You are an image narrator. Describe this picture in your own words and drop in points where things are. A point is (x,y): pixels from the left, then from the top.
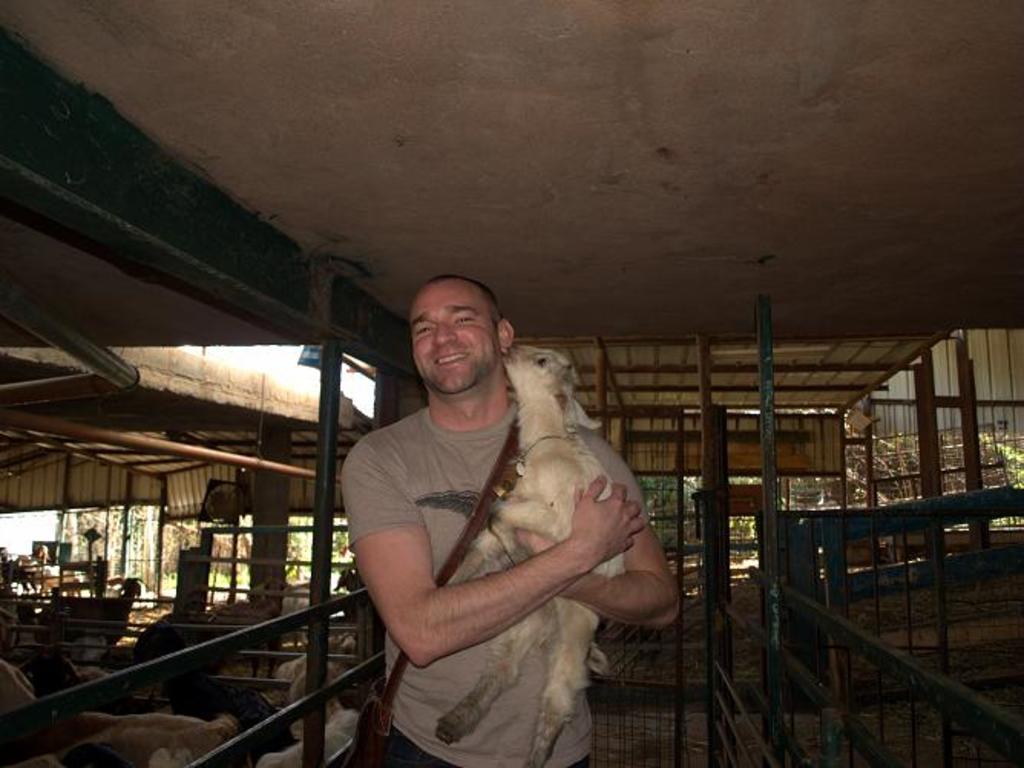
In this image, we can see a person (479,636) holding an animal (545,381). We can see the ground (895,627). We can see some animals (215,729). We can see the fence (704,636). We can see some poles (122,433) and the shed (223,468). We can see the sky (271,354).
